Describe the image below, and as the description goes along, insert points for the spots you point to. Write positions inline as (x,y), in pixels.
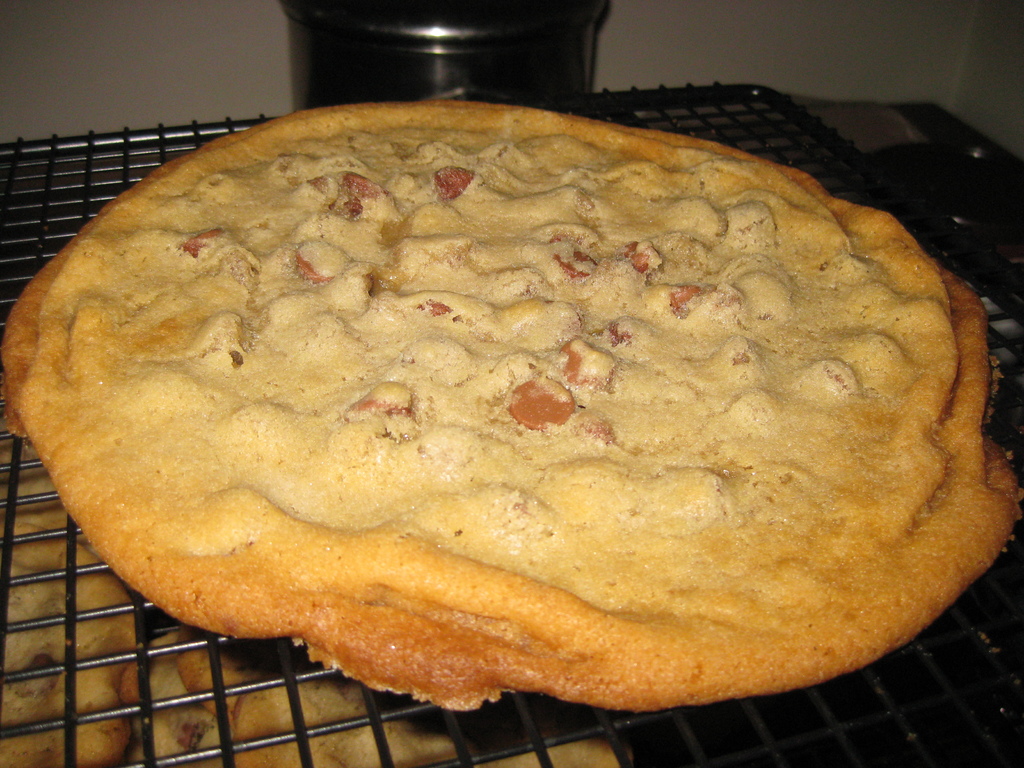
There is a grill (117,191). On the grill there is a food item (510,171). In the back (473,59) there is a vessel (359,43). Below the grill (220,655) there are some food items (42,640).
